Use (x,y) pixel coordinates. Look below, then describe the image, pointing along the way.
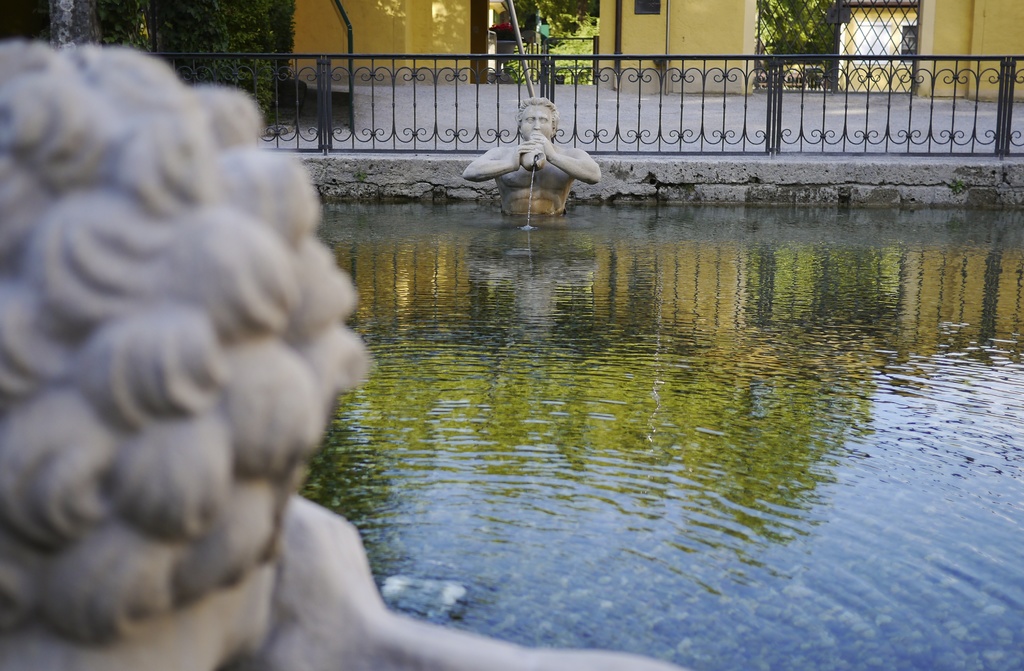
In this picture we can see two statues (297,294) in water (442,213). There is some fencing (703,69) from left to right. We can see few trees (554,11) and some buildings (876,49) in the background (792,52).
